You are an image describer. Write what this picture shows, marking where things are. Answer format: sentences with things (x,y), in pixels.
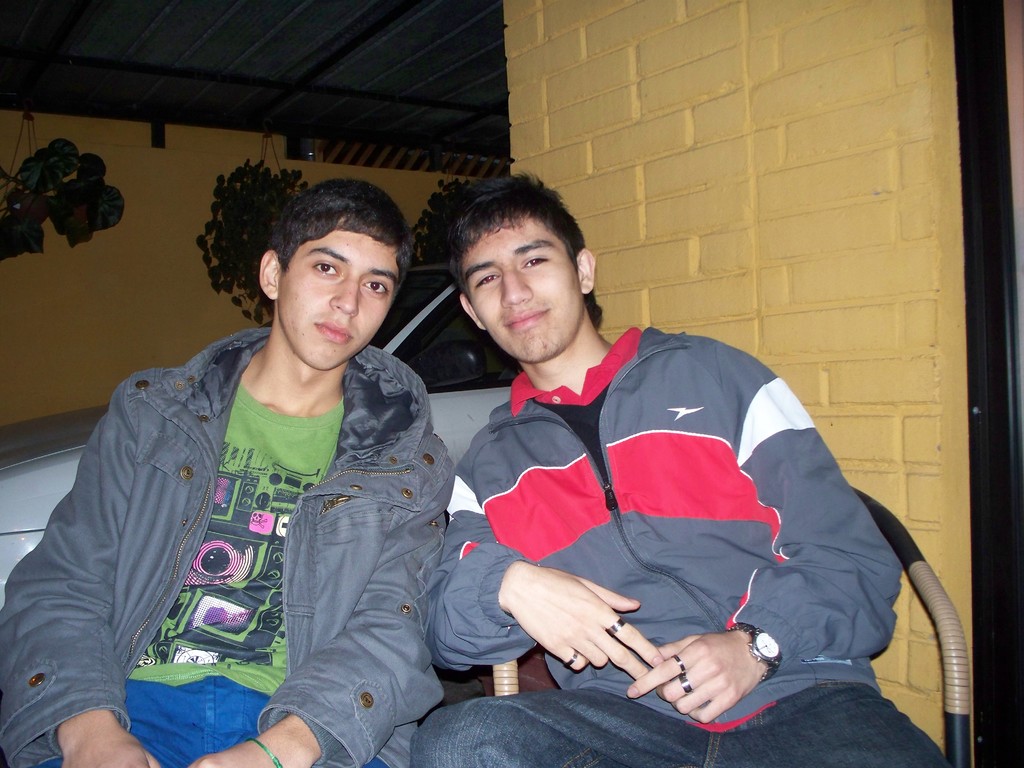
In the picture I can see a person (92,548) on the left side (70,517) is wearing gray color jacket (53,647), green color, T-shirt (198,665) and blue color pant (155,708) is sitting here and the person (600,669) on the right side (740,697) is wearing a gray color jacket (664,465) is sitting on the chair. In the background (949,589), we can see a car (63,423), the wall (46,379) and some objects (20,235) hanged to the wall (65,305).
